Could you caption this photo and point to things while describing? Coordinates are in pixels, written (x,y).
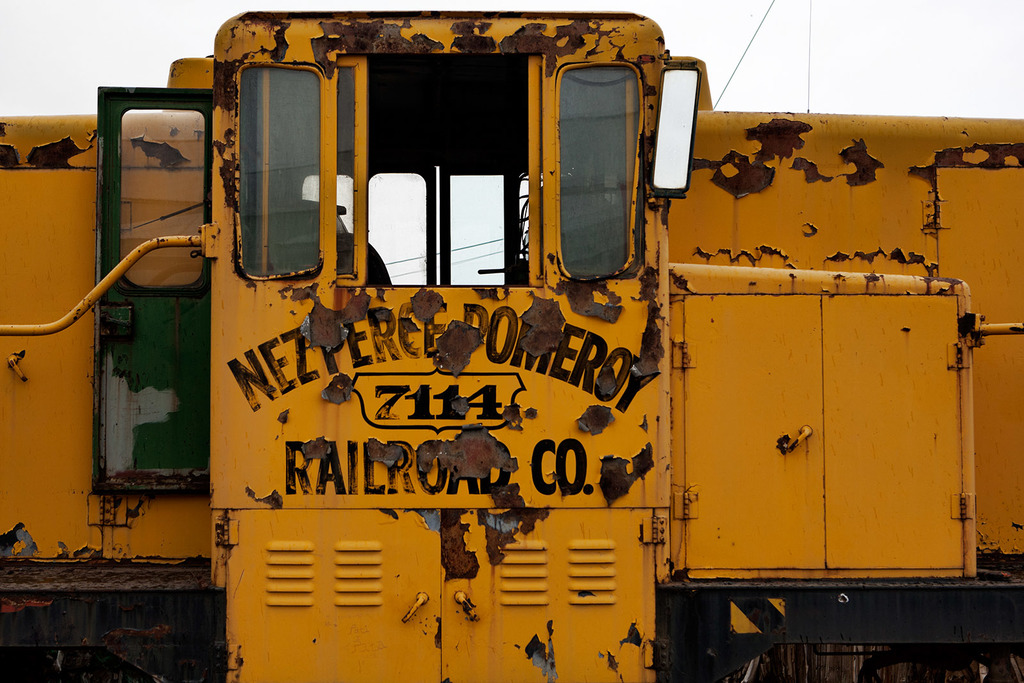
In this image I can see a train (568,456) which is yellow and black in color and in the background (840,53) I can see the sky (782,56).
